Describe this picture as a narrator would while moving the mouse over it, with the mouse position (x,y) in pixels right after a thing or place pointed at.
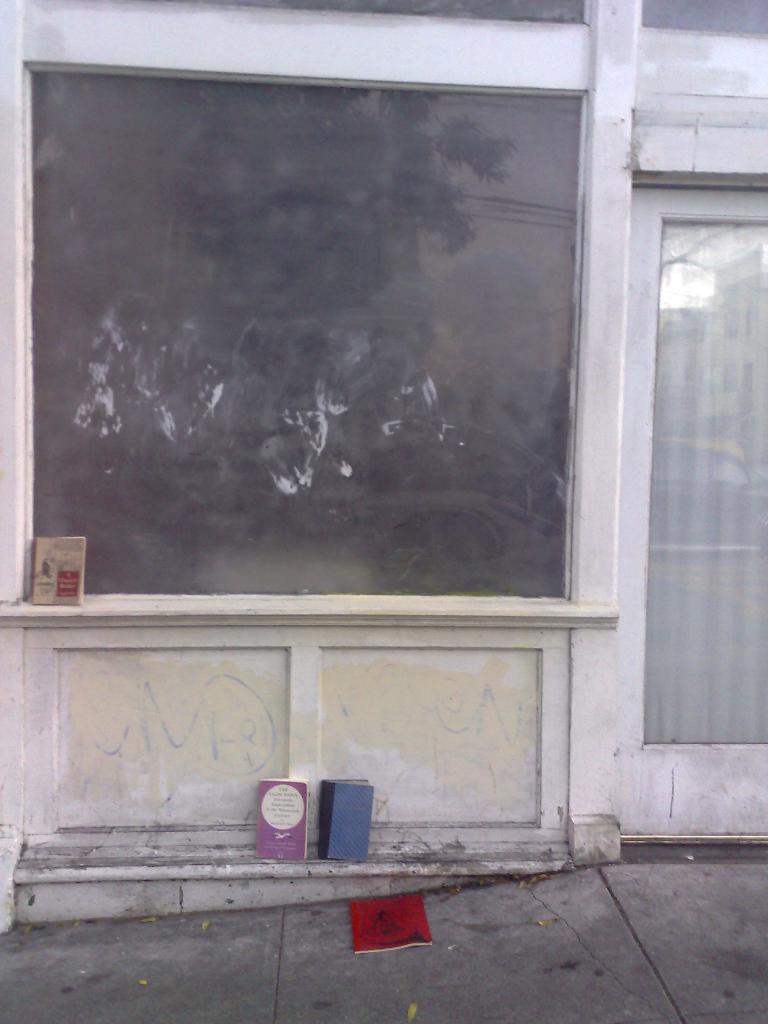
In this picture we can see a window (562,197) and a book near to it. On the right side of the picture (727,445) we can see a door (753,773). At the bottom portion of the picture (266,825) we can see the books (411,902) and the floor (470,985).
